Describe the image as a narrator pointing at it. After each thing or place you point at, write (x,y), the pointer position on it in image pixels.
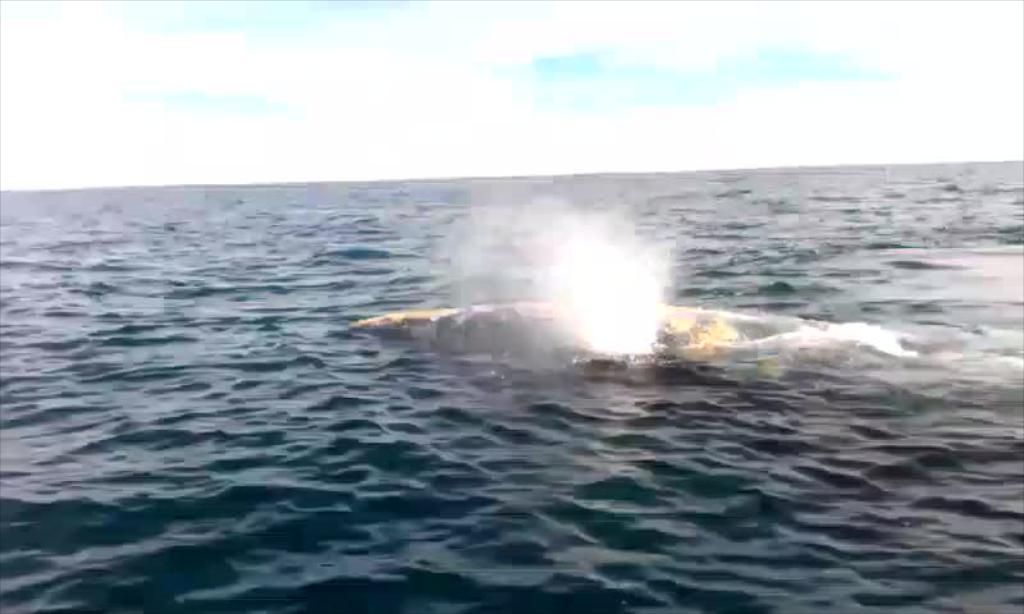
This picture is clicked outside the city. In the center (604,359) there is an object (586,351) in the water body (101,324). In the background (682,87) there is a sky (575,57).
